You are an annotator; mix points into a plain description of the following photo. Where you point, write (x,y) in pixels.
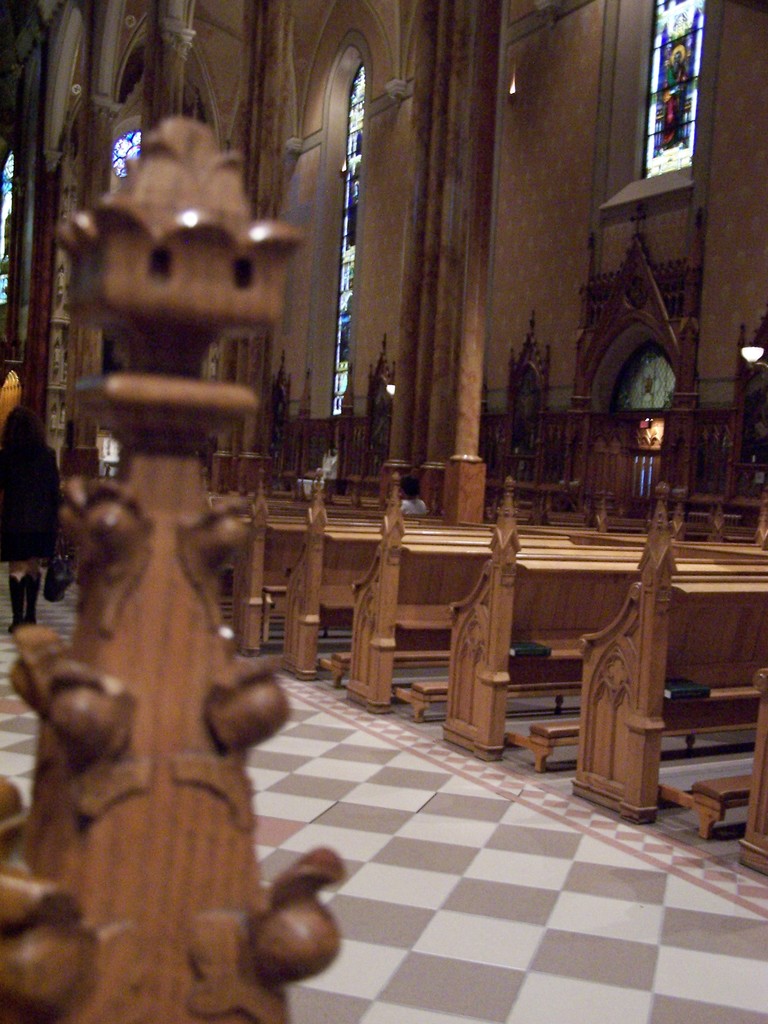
In this image I can see there are sitting benches (509,592), it looks like an inside part of a church (396,436).
